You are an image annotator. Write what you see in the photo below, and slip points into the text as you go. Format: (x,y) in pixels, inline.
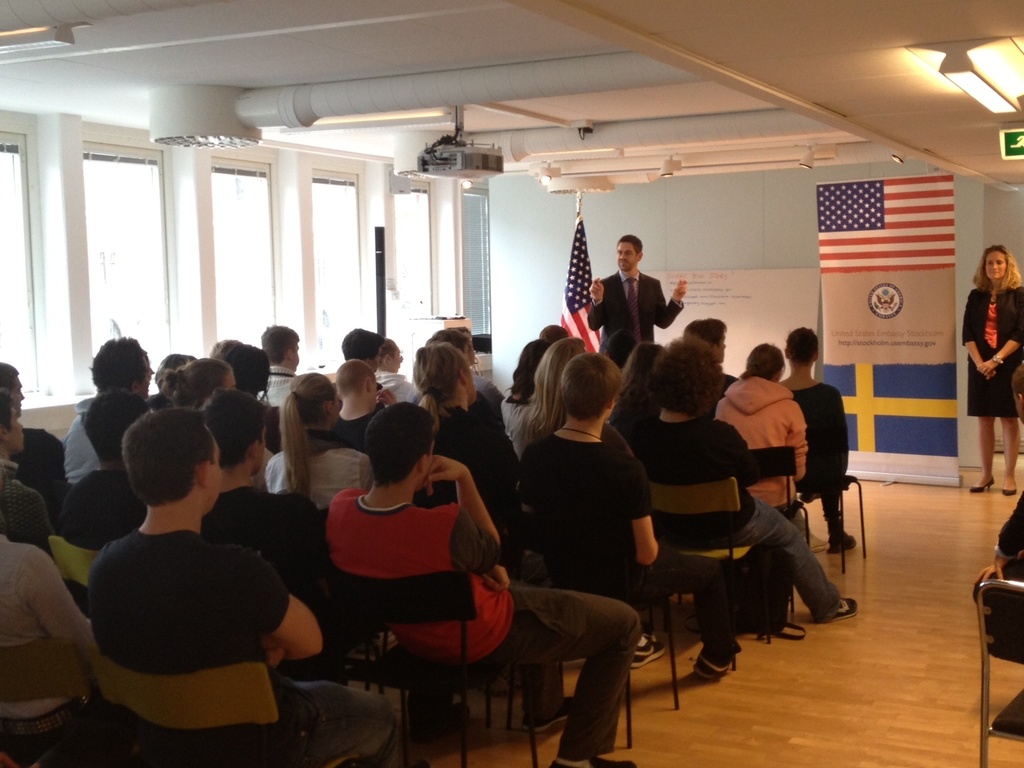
This picture might be taken inside a conference hall (945,593). In this image, on the right side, we can see a person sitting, we can also see an woman (1009,486) standing on the floor (964,705), we can also see a hoarding (937,416) on the right side (902,263). On the left side (316,437), we can see group of people (535,404) sitting on the chair (113,693), we can also see a man (641,308) wearing a black color coat (659,304) is standing, we can also see a flag (577,334) on the left side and there are some glass windows (315,288). In the background (669,291) there is a board (815,318). On the top (603,155), we can see a projector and few lights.
